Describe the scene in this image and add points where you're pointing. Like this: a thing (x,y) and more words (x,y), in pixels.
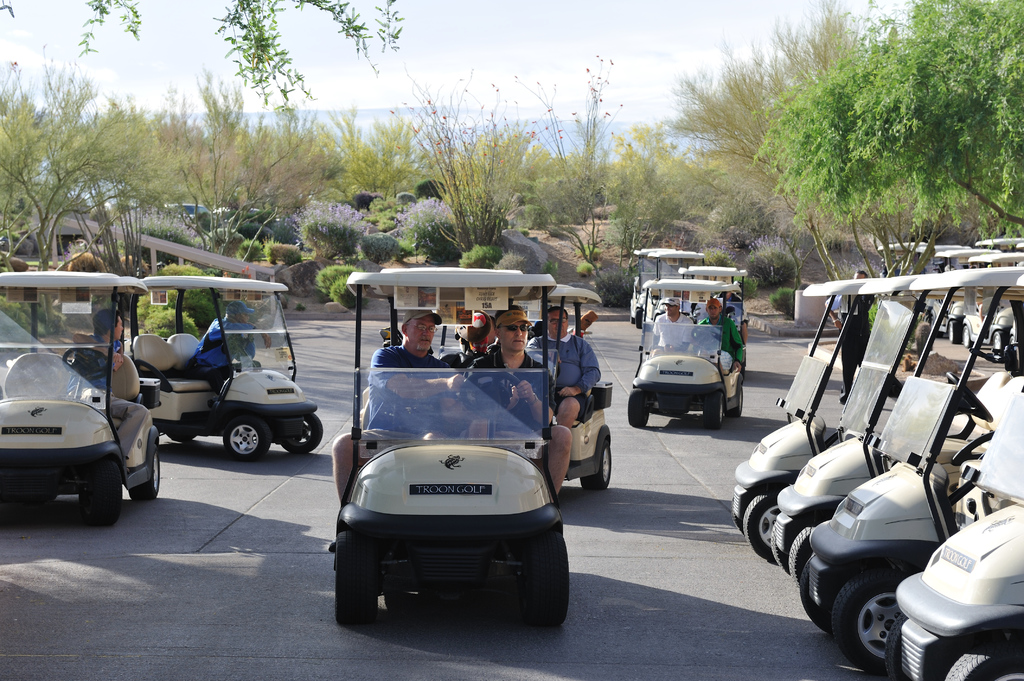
This picture is clicked outside. On the right corner (1004,587) we can see the vehicles (959,546) parked on the ground (674,595). In the center (527,362) we can see the group of persons (393,365) riding the vehicles (426,371) on the ground (686,468). In the background (421,159) we can see the sky (432,41), trees (348,193), plants (460,243) and some other objects (366,258).
